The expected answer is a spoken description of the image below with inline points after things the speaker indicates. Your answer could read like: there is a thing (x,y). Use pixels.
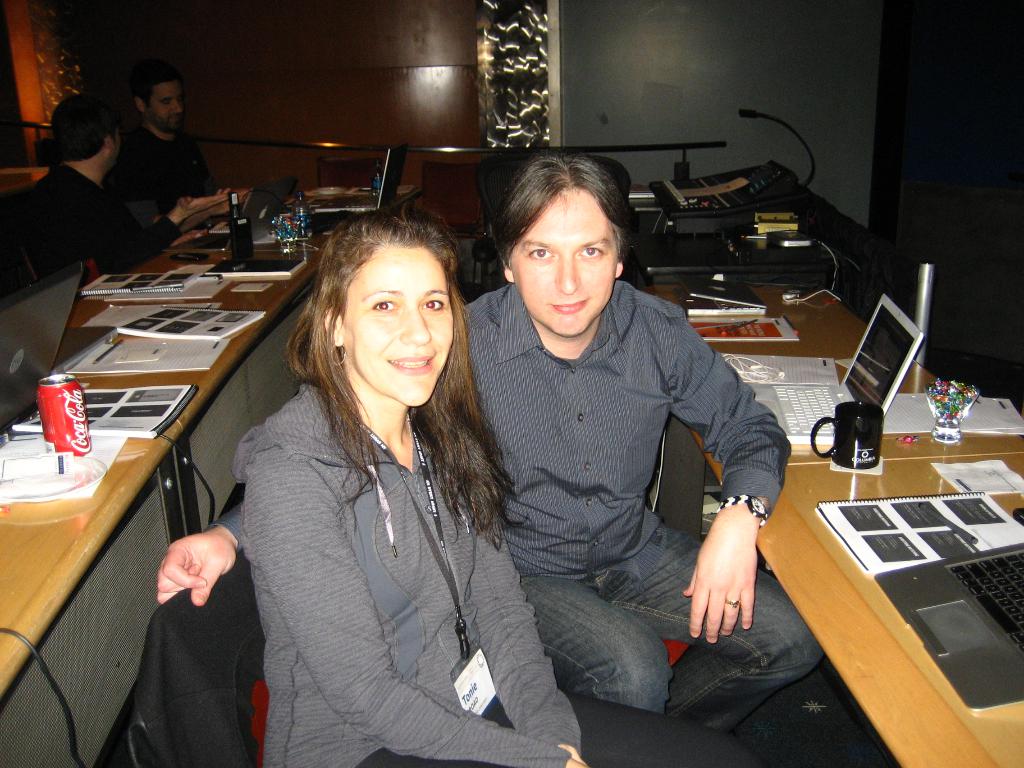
In this image I can see few people (453,517) sitting and wearing the black and grey color dresses (427,543). These people (469,525) are sitting in-front of tables (882,612). On the tables (70,516) I can see the laptop (799,405), books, tin (41,379), decorative objects (961,398), bottles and many objects (274,264). In the background (586,46) I can see the wall (534,44).
